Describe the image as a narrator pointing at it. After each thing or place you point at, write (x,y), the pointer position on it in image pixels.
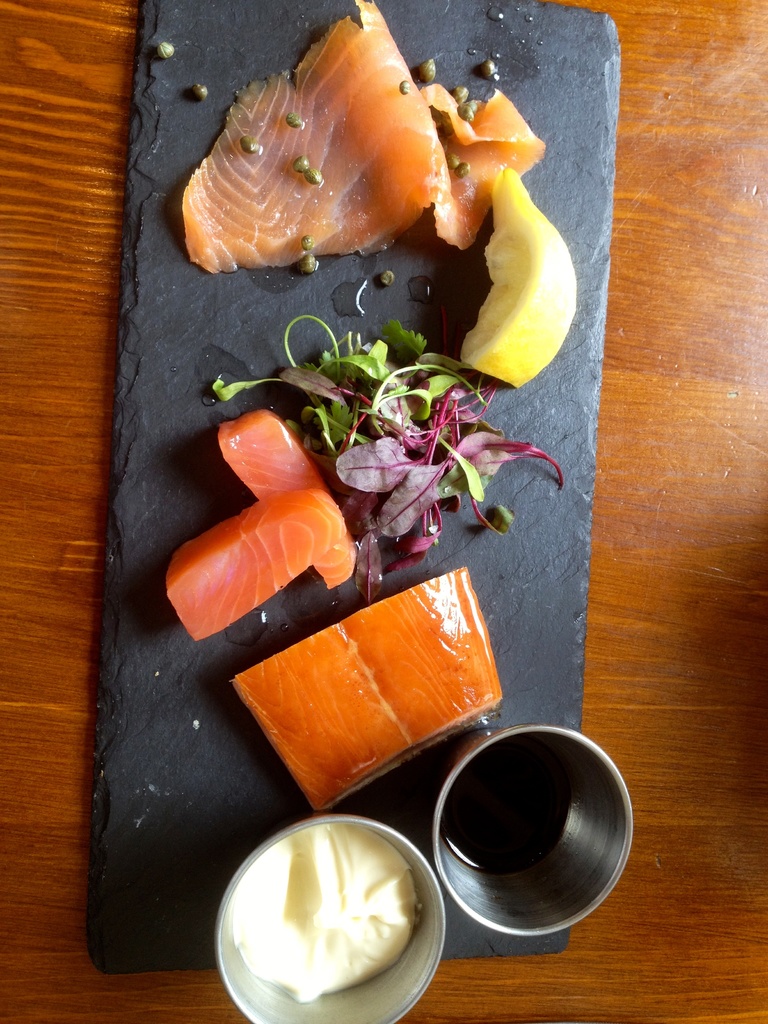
In this image I can see there are flesh pieces (350,623) and other things (431,422) on this black color stone (315,584). At the bottom (504,874) there are stainless bowls (456,889).
